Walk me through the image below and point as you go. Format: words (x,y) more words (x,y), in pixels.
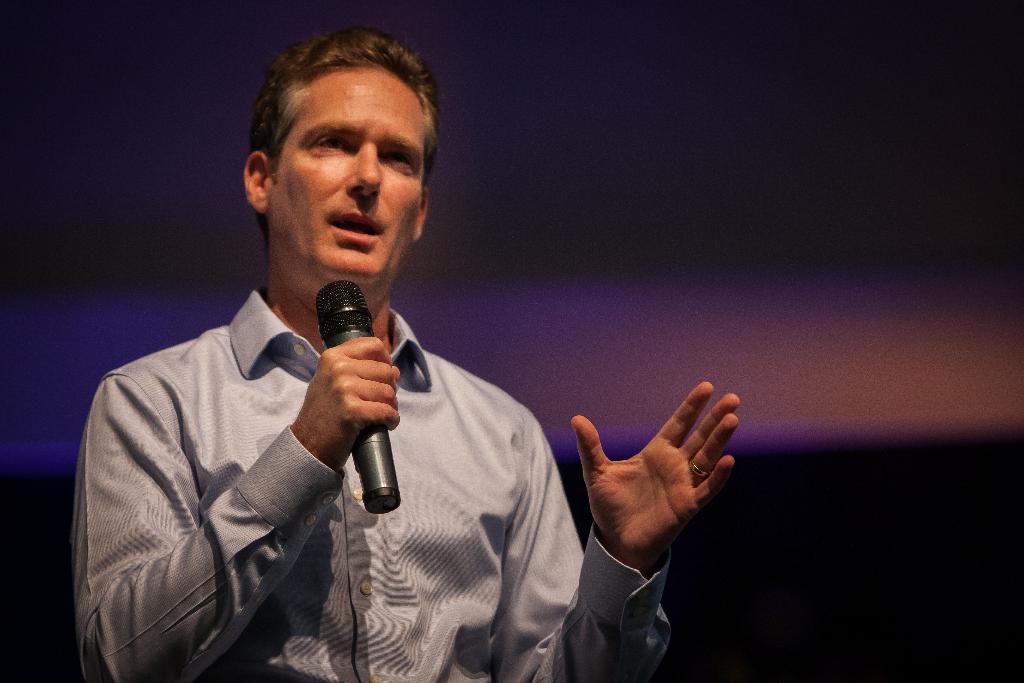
In this image we can see a person (431,566) holding mic (365,333) and speaking. In the background (833,116) it is blur.
